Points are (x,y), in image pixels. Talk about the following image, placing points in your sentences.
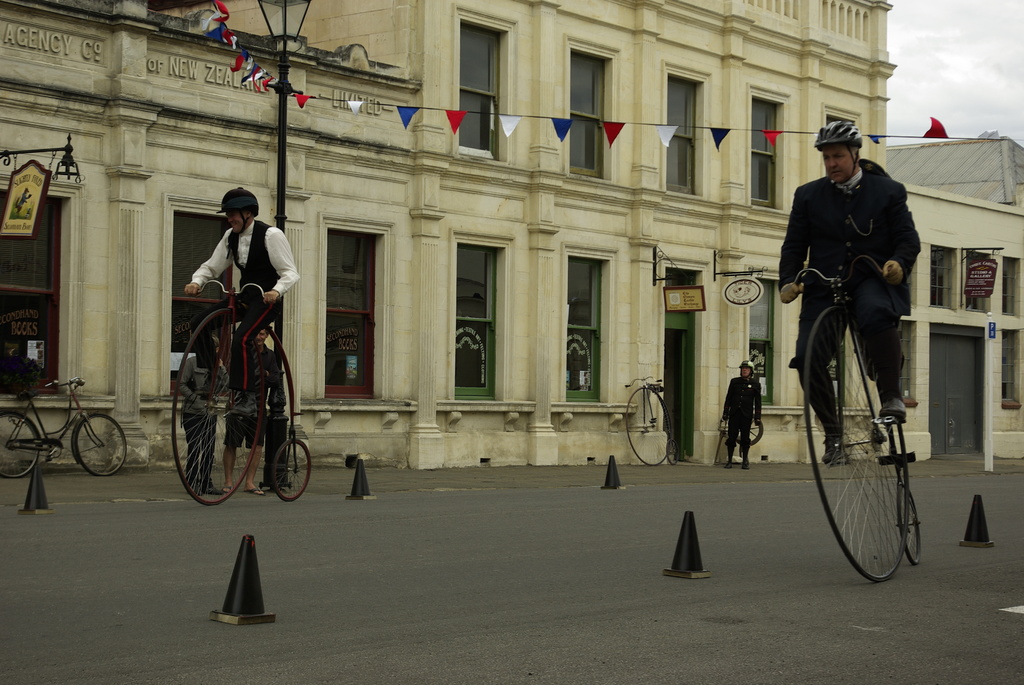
There are two man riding penny-farthing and behind them there is a building (670,216) and at one corner there is a man (730,437) standing.
